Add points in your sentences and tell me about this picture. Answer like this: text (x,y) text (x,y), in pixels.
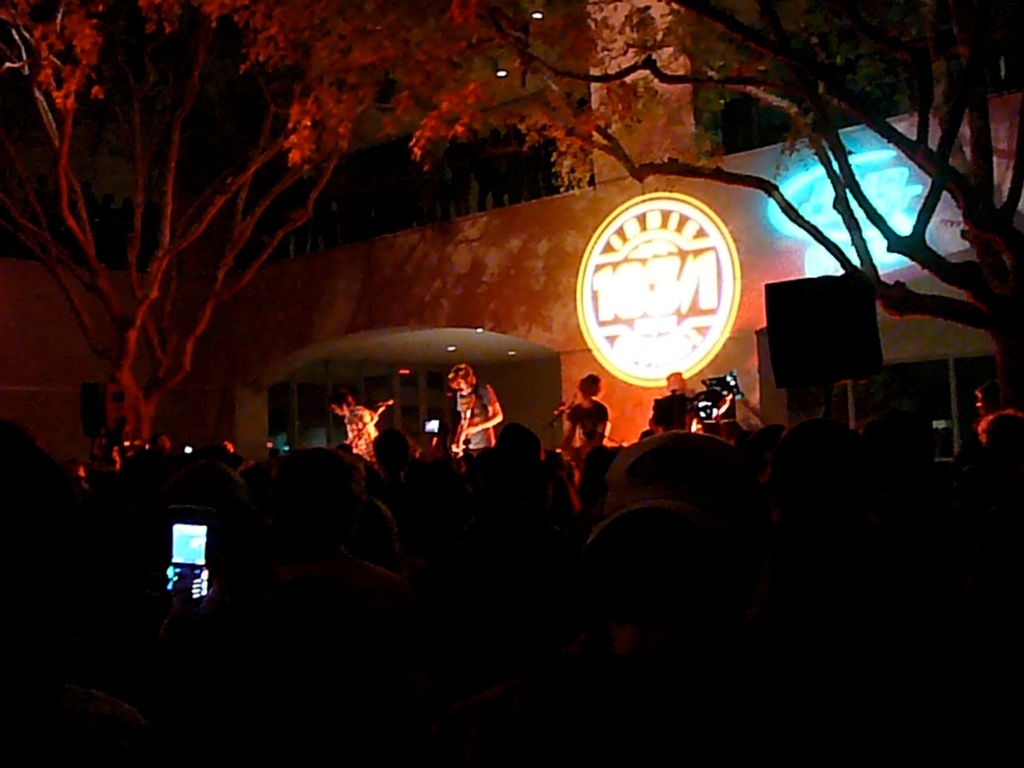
In this image we can see a few people (420,509), among them some people (471,434) are playing the musical instruments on the stage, there are some poles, trees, lights (621,290) and a speaker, in the background (623,292), we can see a building (789,412).
